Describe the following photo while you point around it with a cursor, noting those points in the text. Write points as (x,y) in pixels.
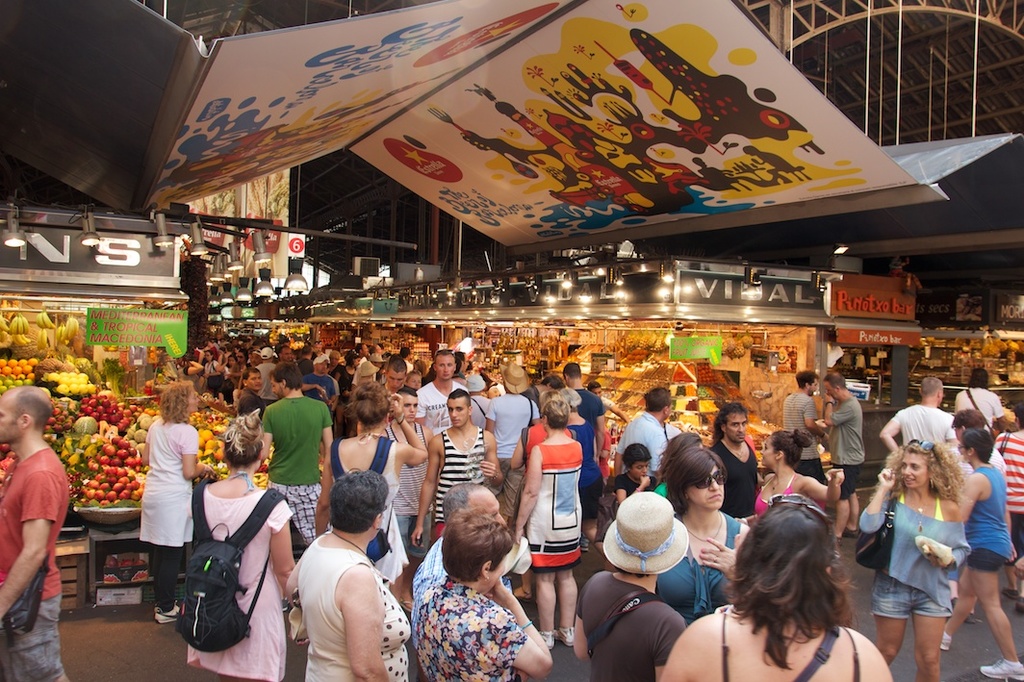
In this image I can see number of people (395,395) are standing. In the background (589,366) I can see number of stores (621,363) and on the left side of this image (3,363) I can see different types of fruit (124,454). I can also see number of boards (121,309) in the background (458,291) and on these boards (972,296) I can see something is written. I can also see few white color things (490,217) on the ceiling (324,171) and number of lights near these boards (124,240).
